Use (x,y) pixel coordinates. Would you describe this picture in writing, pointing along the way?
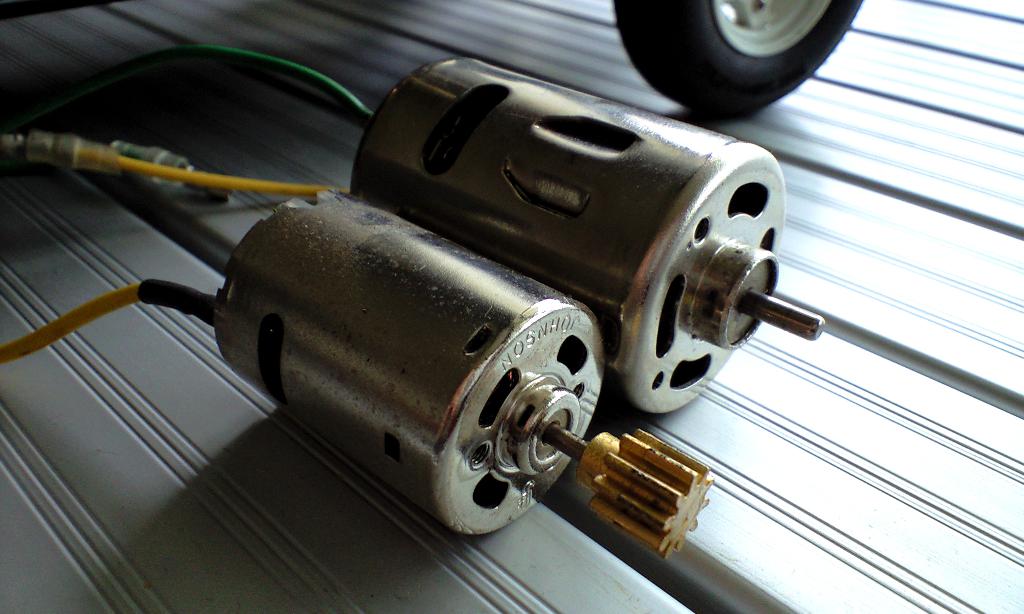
In the picture I can see the mini electric motors (485,158) and wires (151,166). There is a Tyre (726,11) on the top right side of the picture (743,35).
